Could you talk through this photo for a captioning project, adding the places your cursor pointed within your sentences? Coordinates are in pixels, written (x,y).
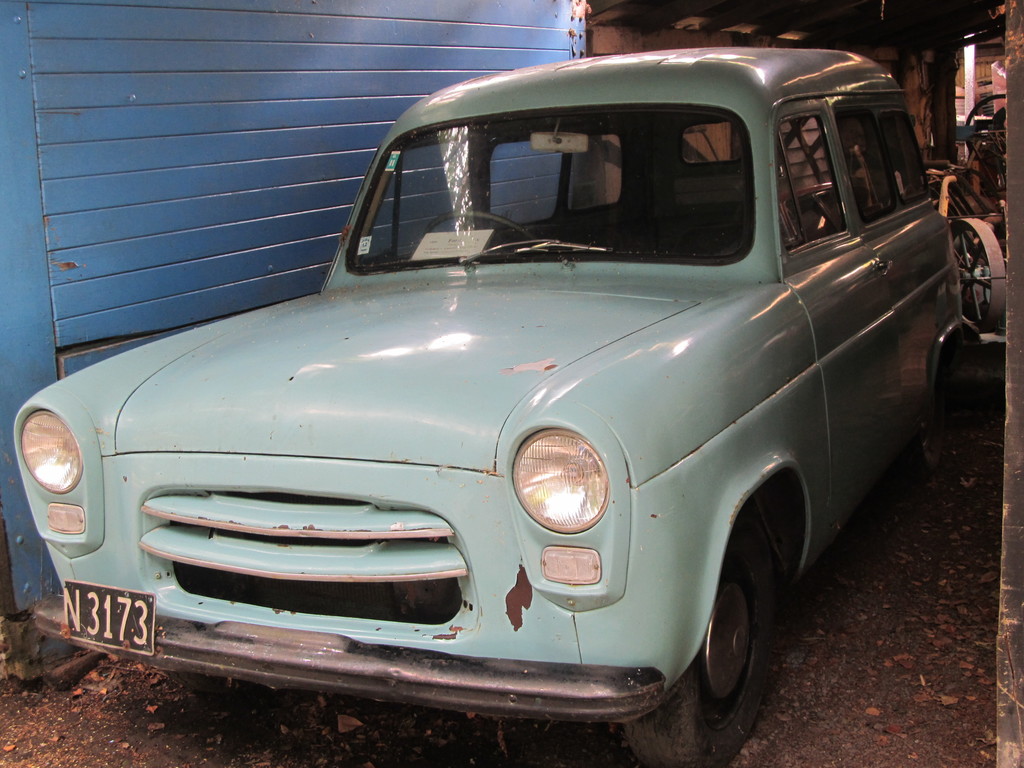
In this picture, there is a car (510,272) facing towards the left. It is in light blue in color.
